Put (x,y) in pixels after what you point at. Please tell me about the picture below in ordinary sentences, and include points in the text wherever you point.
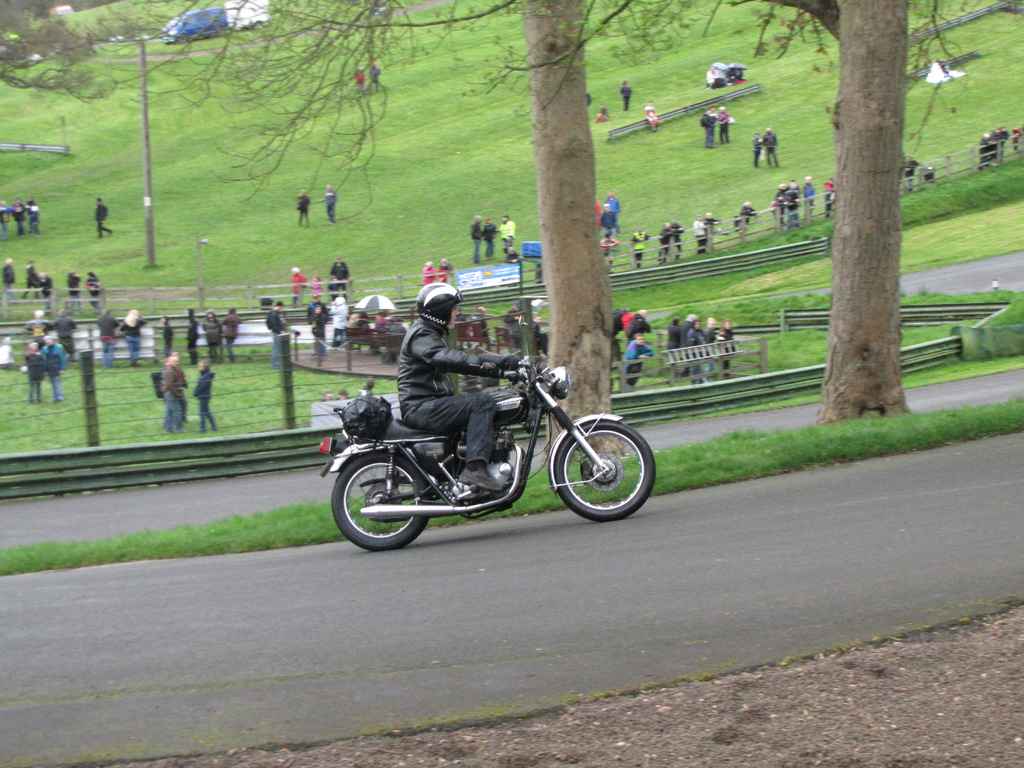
In the image there is a person (438,414) in black dress (486,430) riding motorcycle (407,542) on road (215,735) and behind there are two trees (582,298) and over the background there are many people (233,331) standing and walking on the grassland (523,157).
